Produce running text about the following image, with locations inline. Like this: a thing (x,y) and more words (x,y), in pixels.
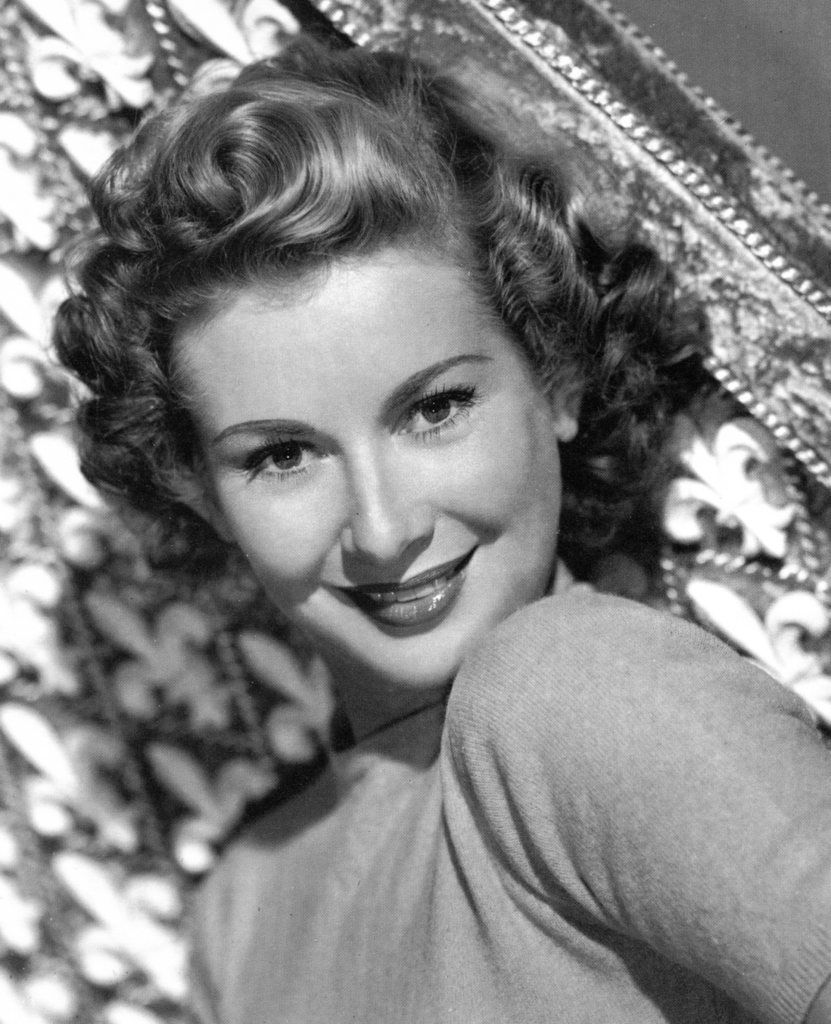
There is a picture of a woman (504,654) present in the middle of this image (504,602) and there is a cloth (185,593) in the background (121,761).
